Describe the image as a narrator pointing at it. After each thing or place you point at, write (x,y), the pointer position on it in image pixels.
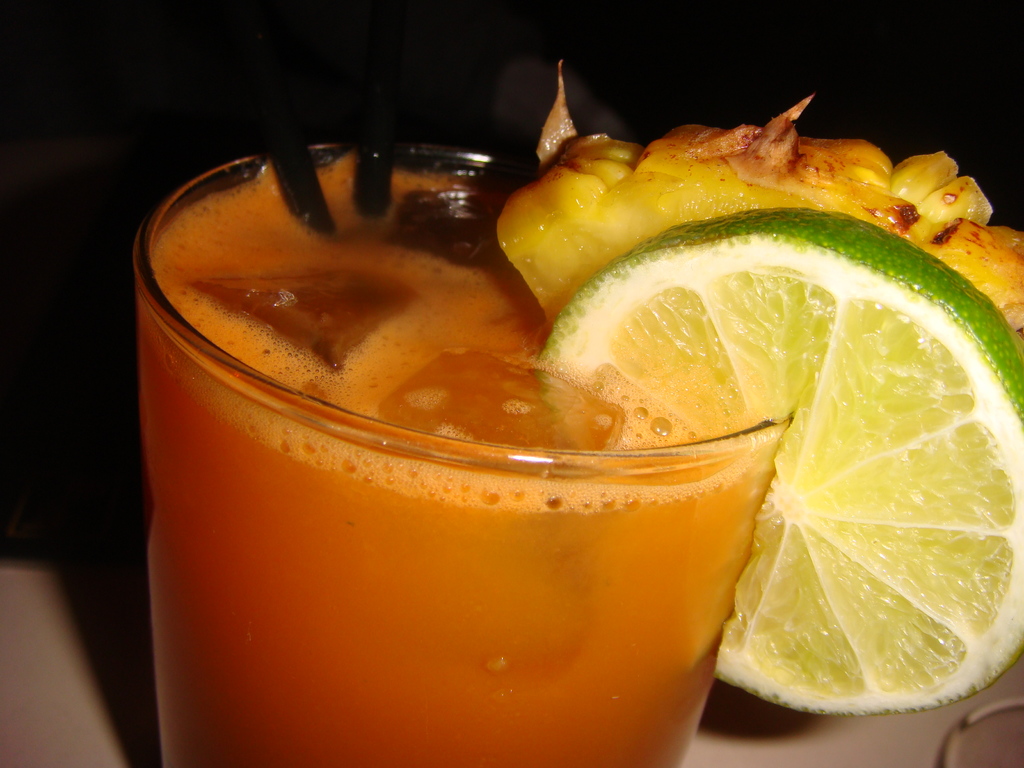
In this image, we can see a glass (372,611) with some liquid (344,390), a lemon slice (709,327) and an object (608,176). We can also see the ground (110,639) and the dark background (129,106). We can also see an object (989,743) on the bottom right corner (990,730).
